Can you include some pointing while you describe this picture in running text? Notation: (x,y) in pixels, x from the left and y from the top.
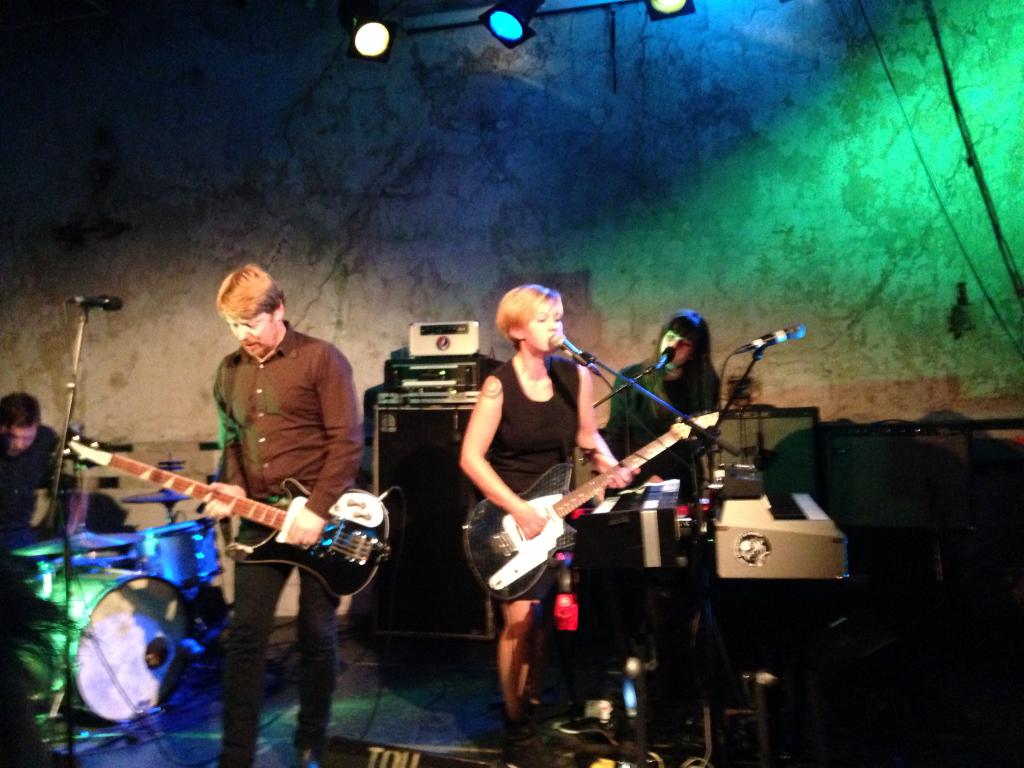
There are few people (322,494) playing musical instruments (120,461) and two among them is singing in front of a mic (671,353).
